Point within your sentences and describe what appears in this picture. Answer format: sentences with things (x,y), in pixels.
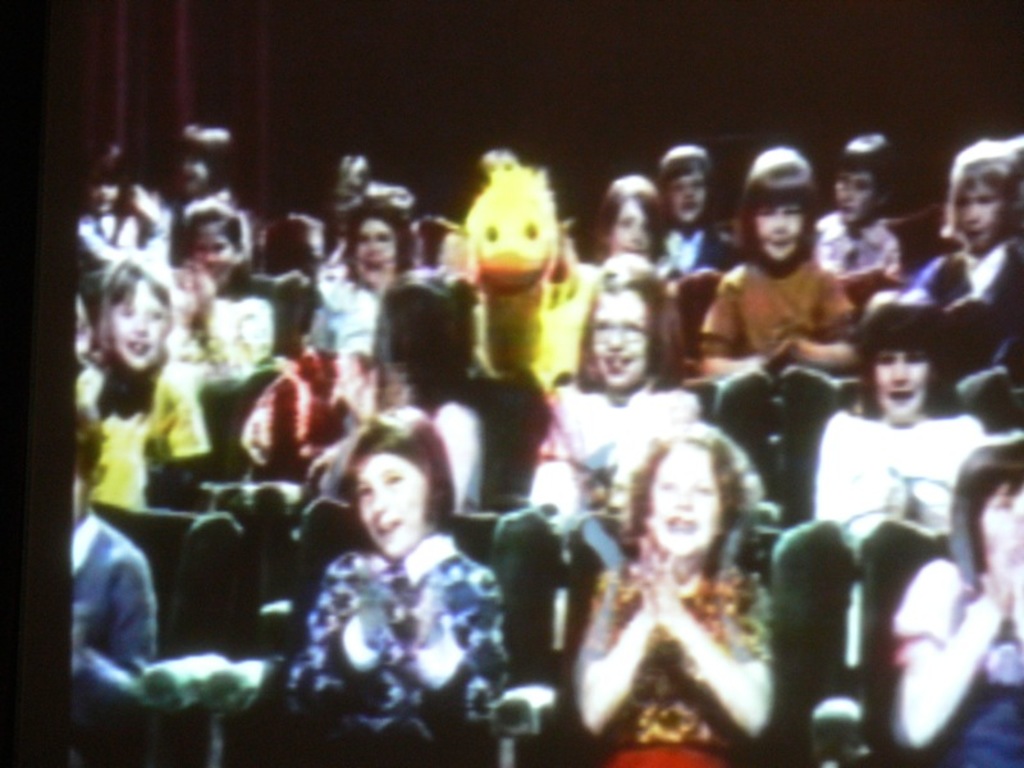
In the image we can see there are lot of people (460,462) sitting on the chair (607,518) and there is a duck toy (516,295) sitting in the middle (553,340) on the chair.
